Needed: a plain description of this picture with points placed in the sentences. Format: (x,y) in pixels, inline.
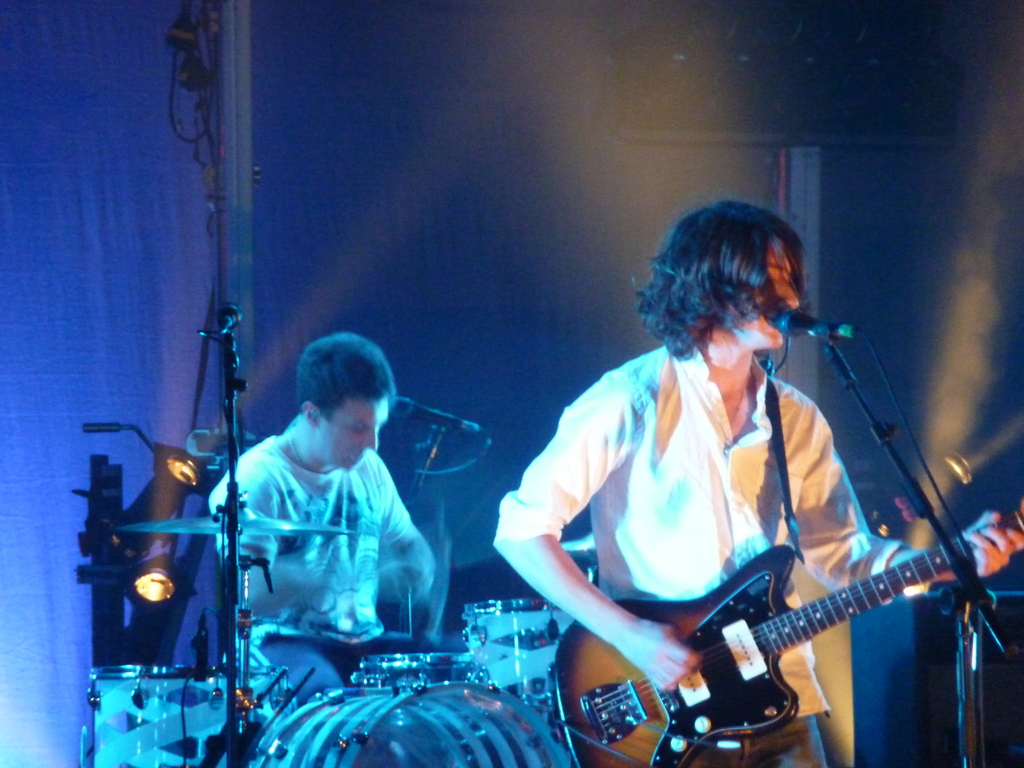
This is a music show the person (753,453) who is wearing a white shirt (713,544) is holding guitar (638,764) in his hand (647,651), he is also singing there is a mike (816,323) in front of him, behind this person (548,551) there is another person (274,659) who is sitting is playing drums (381,707). Behind this person (259,511) there are two lights (136,579), in the background (76,392) we can see a blue color cloth (519,197) that is covered.
